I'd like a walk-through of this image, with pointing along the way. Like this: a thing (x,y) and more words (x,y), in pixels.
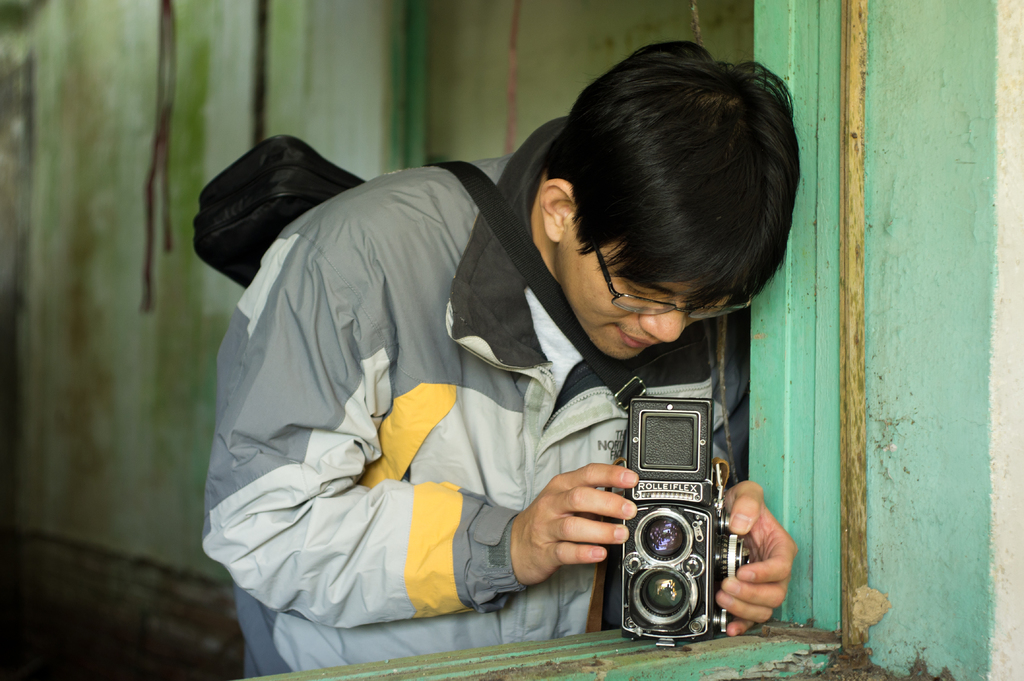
This image consists of a man (373,453) who is holding a bag (250,190) on his back (302,219). He is holding a camera (665,398) which is in the bottom (626,598). He has specs (693,309) and he is wearing a jacket (332,543).
